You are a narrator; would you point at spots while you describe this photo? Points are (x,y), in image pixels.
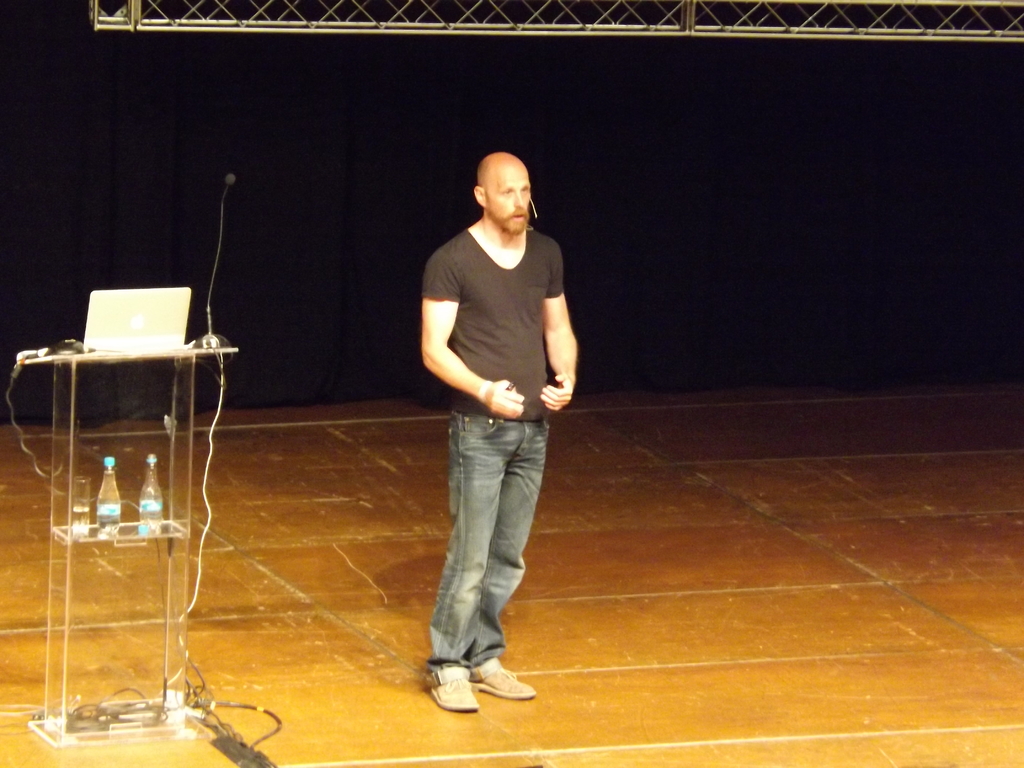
A man (433,262) is standing on a stage (573,528) and there is a microphone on his head (507,177). On the left (144,335) there is a laptop (116,324), microphone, an object (49,352), two water bottles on the podium (61,537) on the stage (87,546) and we can see cables (94,726) on the floor (792,406). At the top (457,32) we can see a metal object (578,28). In the background (456,184) we can see a curtain (904,130).
